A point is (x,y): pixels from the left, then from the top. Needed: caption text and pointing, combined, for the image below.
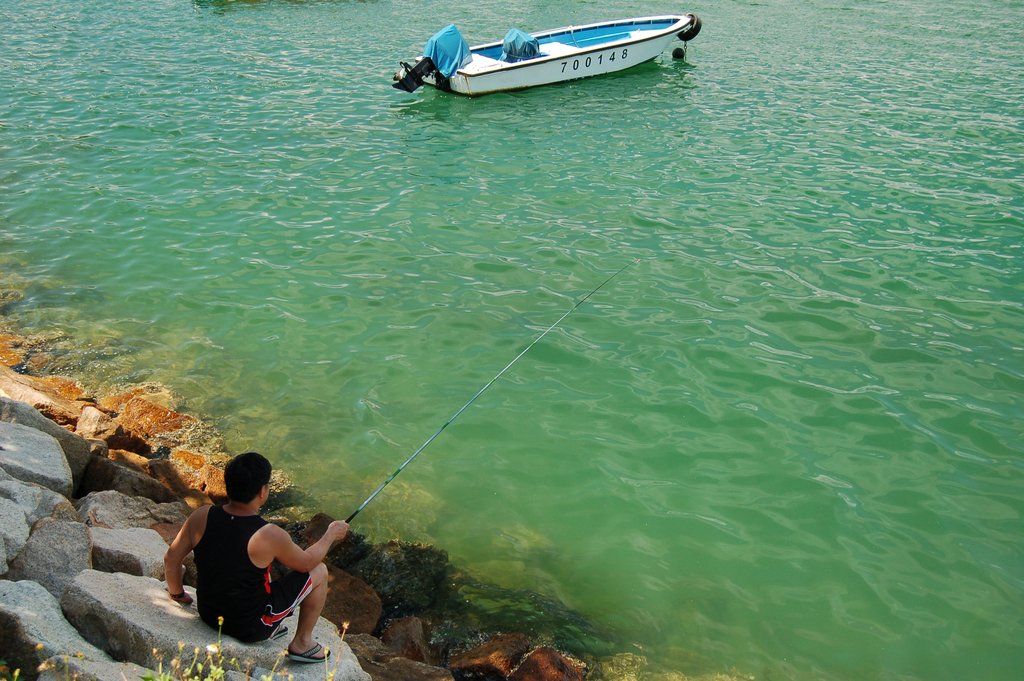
This picture is clicked outside the city. On the left (72,559) we can see the rocks (126,579) and a person (244,548) wearing black color t-shirt (246,550), holding some object (439,431) and sitting on the rock (288,644). In the background (581,40) there is a boat (619,54) in the water body (629,344).
